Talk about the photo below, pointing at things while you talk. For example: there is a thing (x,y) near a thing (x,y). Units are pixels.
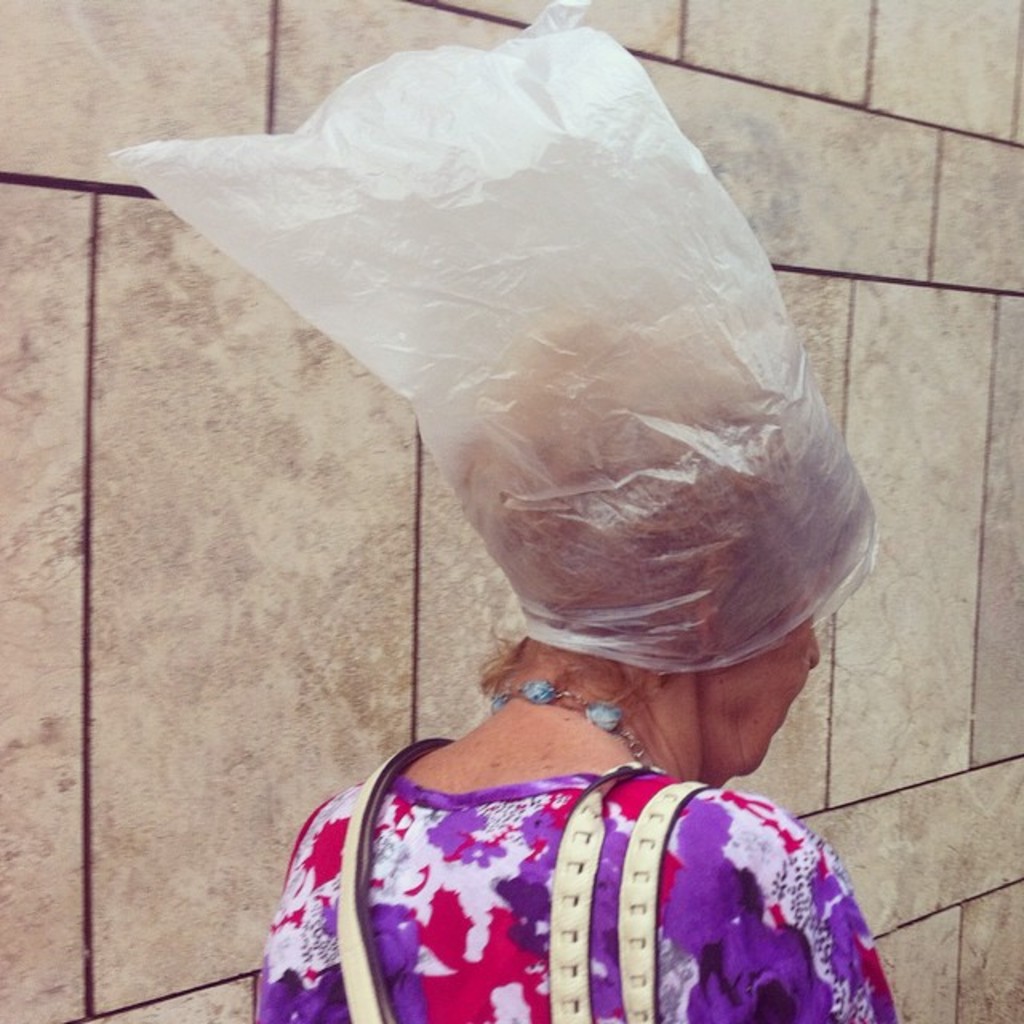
In this picture I can see a woman (705,741) wearing a plastic cover (682,578) on her head (690,514), in the background (242,607) there is the wall (41,634).
